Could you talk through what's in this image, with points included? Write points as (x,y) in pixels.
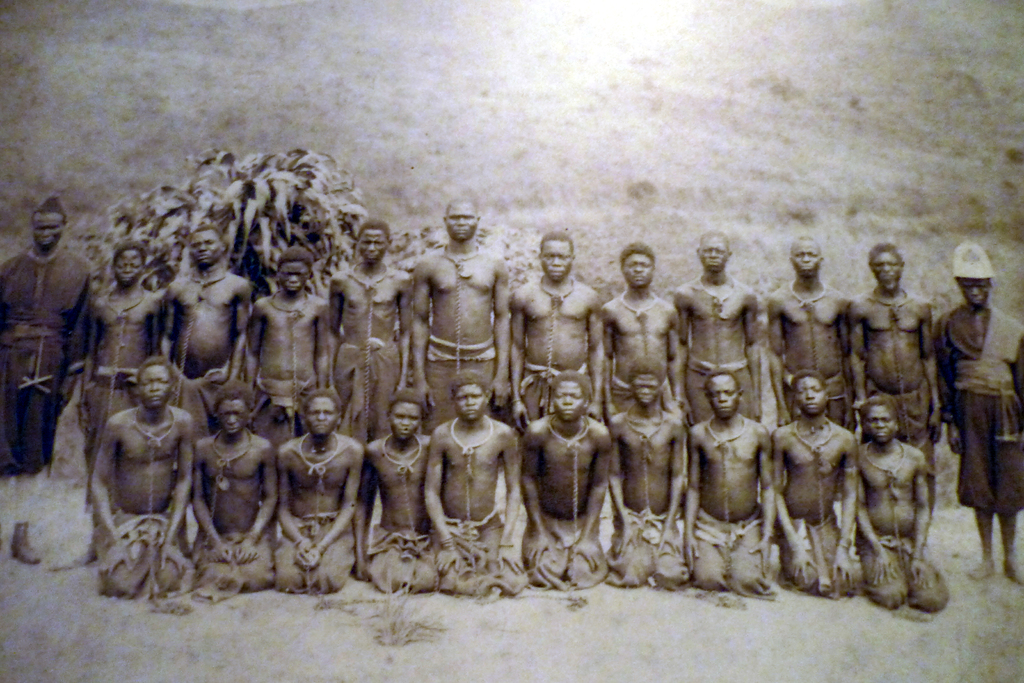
In this image there are few persons (600,340) standing on the land (18,225). Left side (320,230) there is a plant (255,226). Right side (1005,471) there is a person (954,342) standing and he is wearing a cap (978,267). Few persons (786,507) are kneeling down on the land (570,625).
